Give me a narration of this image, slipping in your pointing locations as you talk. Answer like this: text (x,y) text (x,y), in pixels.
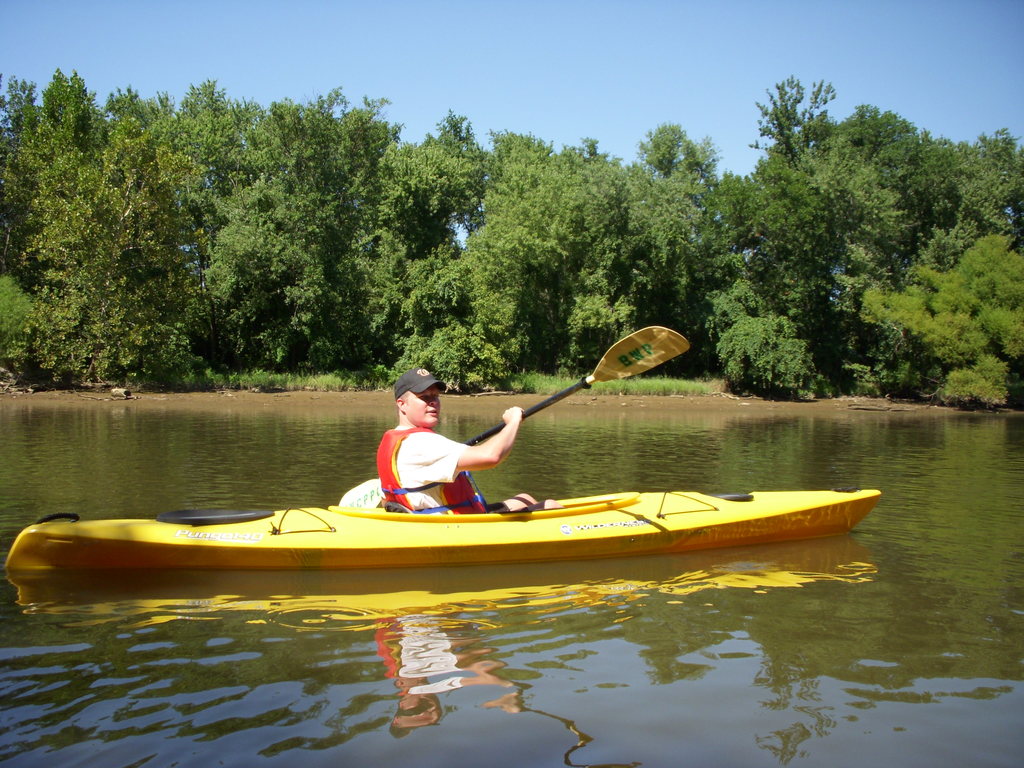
In this image, we can see a person (504,456) holding a paddle (535,409) and sitting on the boat (397,529) which is floating on the water (466,702). There are some trees (668,189) in the middle of the image (372,331). There is a sky (413,131) at the top of the image (422,111).
